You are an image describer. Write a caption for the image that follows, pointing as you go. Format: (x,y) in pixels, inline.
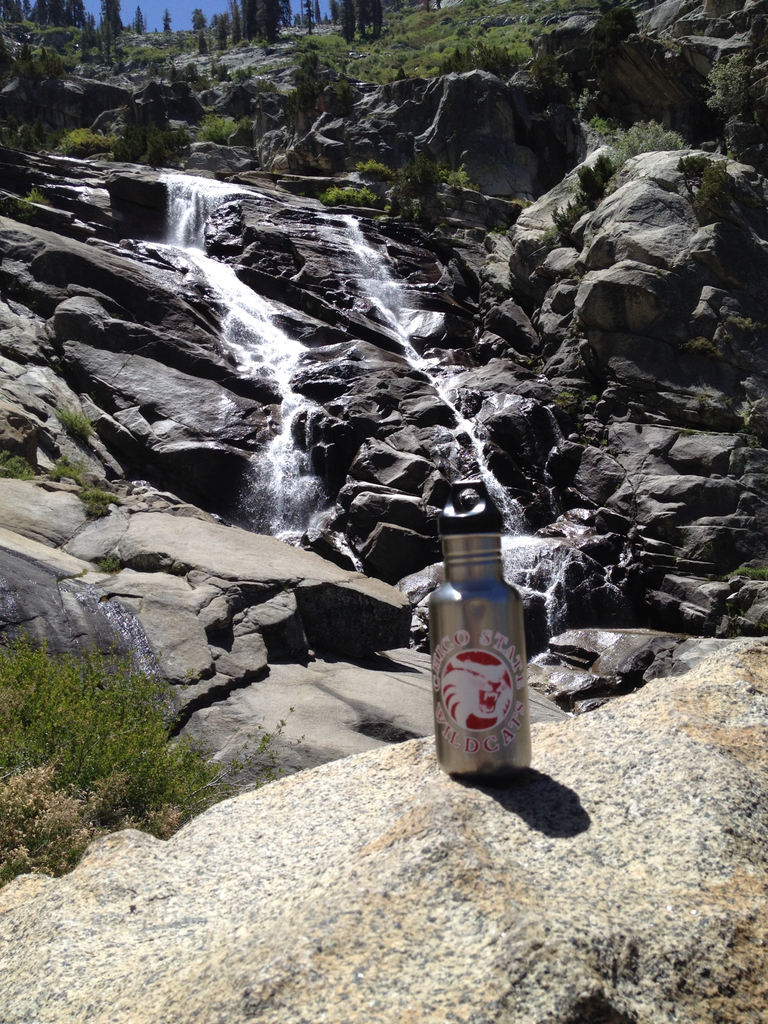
This image is clicked outside. There are waterfalls (248,310) in the middle (260,358). There are trees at the top (169,69). There is a water bottle (487,729) in the middle (468,562).
